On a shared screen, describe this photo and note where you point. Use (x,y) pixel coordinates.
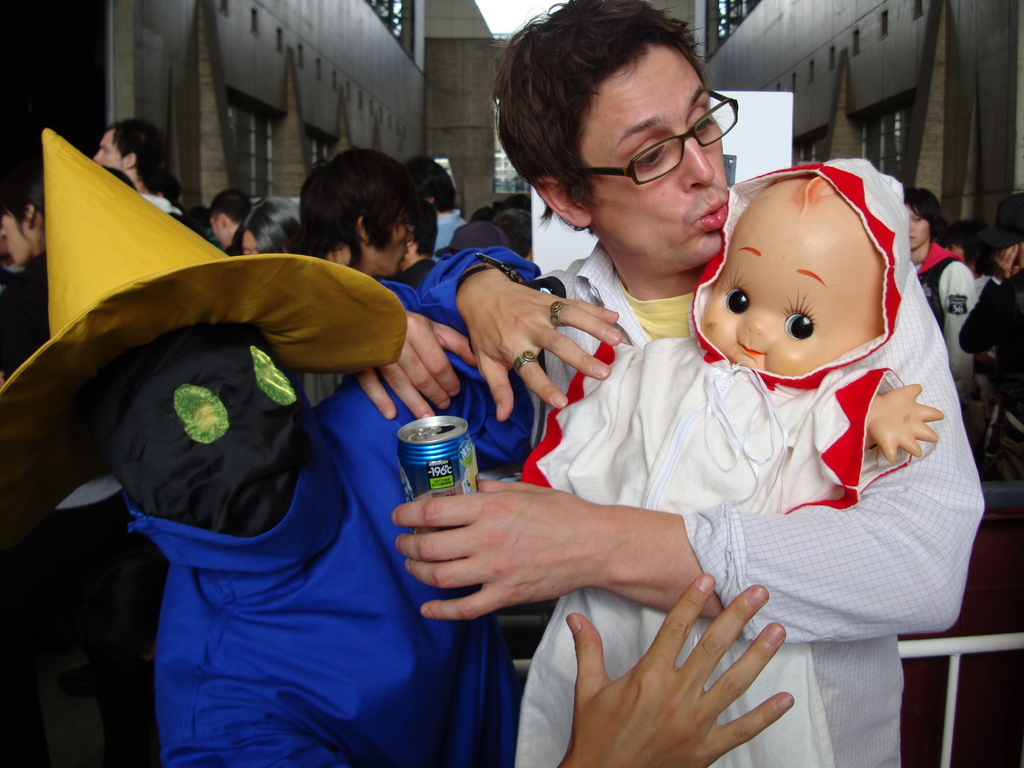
In this image we can see some people (614,763) in a room (241,86) and one among them is holding a toy (779,254) and looking at it and we can see a person (298,340) wearing a mask (292,390).
